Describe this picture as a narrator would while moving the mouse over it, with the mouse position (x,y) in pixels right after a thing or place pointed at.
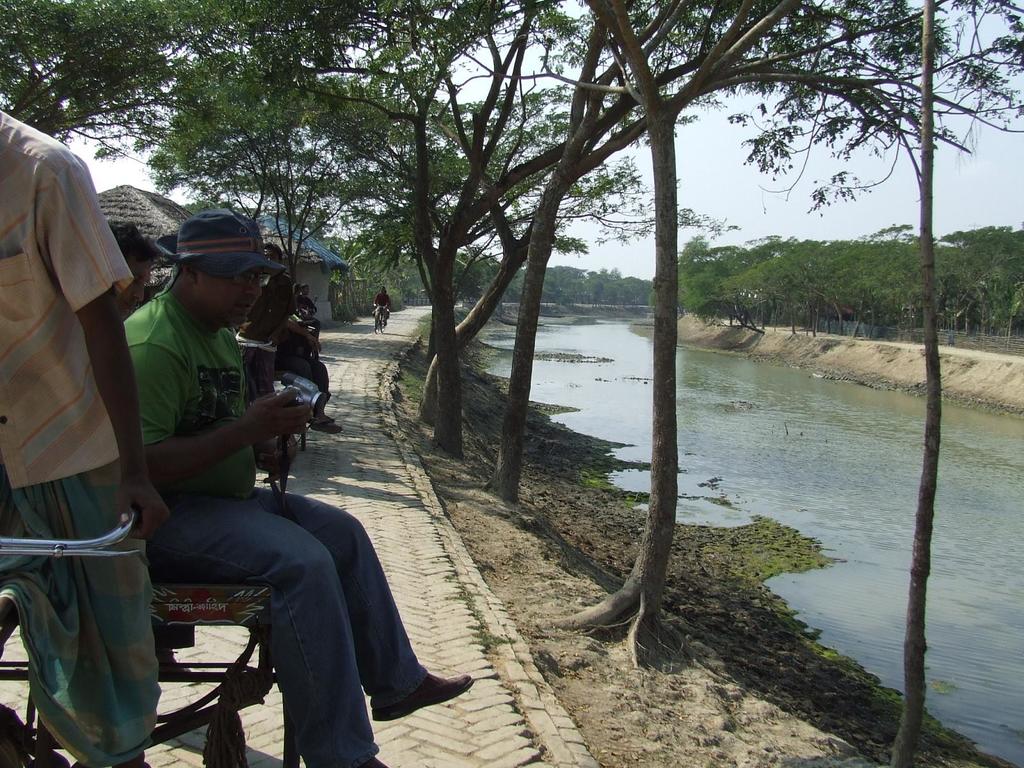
In this image I can see a man (15,173) cycling the bicycle (99,543) and two persons (173,525) sitting on it and one of them is wearing a t-shirt (145,306) and a jeans (336,511) and he is holding a camera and there are moving on a path (187,755) and there are few people (316,416) behind them. In the background (414,285) I can see the sky (998,191) and few houses (323,246) and a lots of trees (287,265) over here and here and I can also see water (1013,430).
